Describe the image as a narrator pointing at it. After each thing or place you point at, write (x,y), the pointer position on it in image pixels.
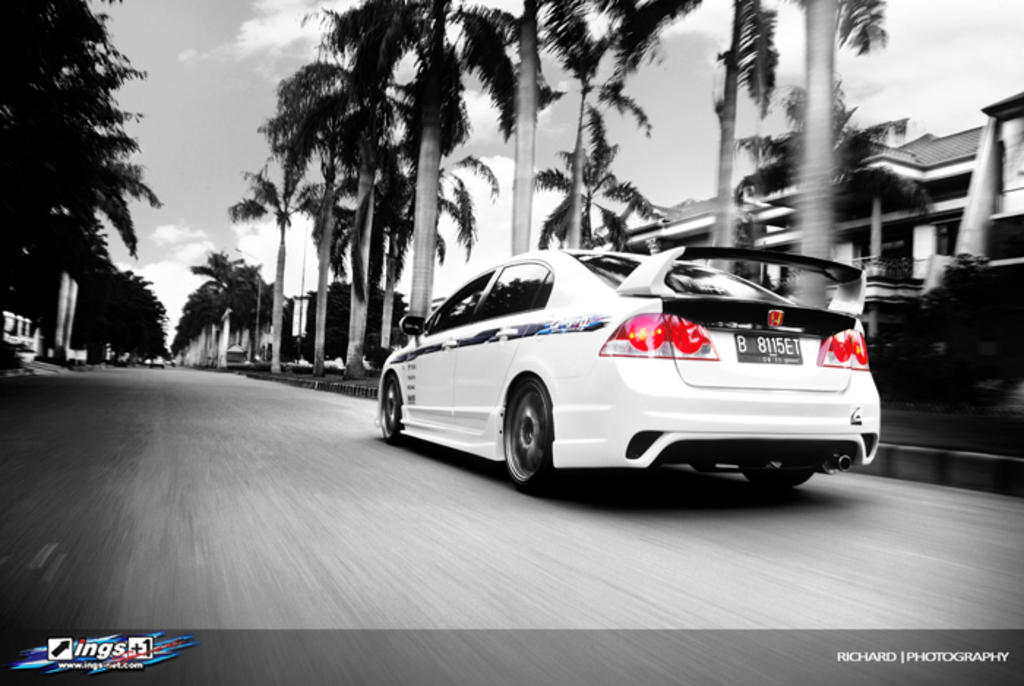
In the foreground of this black and white image, there is a car (425,431) moving on the road (233,442). On either sides, there are trees (526,207). On the right (848,221), there are buildings (708,221). At the top (196,94), there is the sky (193,57) and the cloud (274,25).
